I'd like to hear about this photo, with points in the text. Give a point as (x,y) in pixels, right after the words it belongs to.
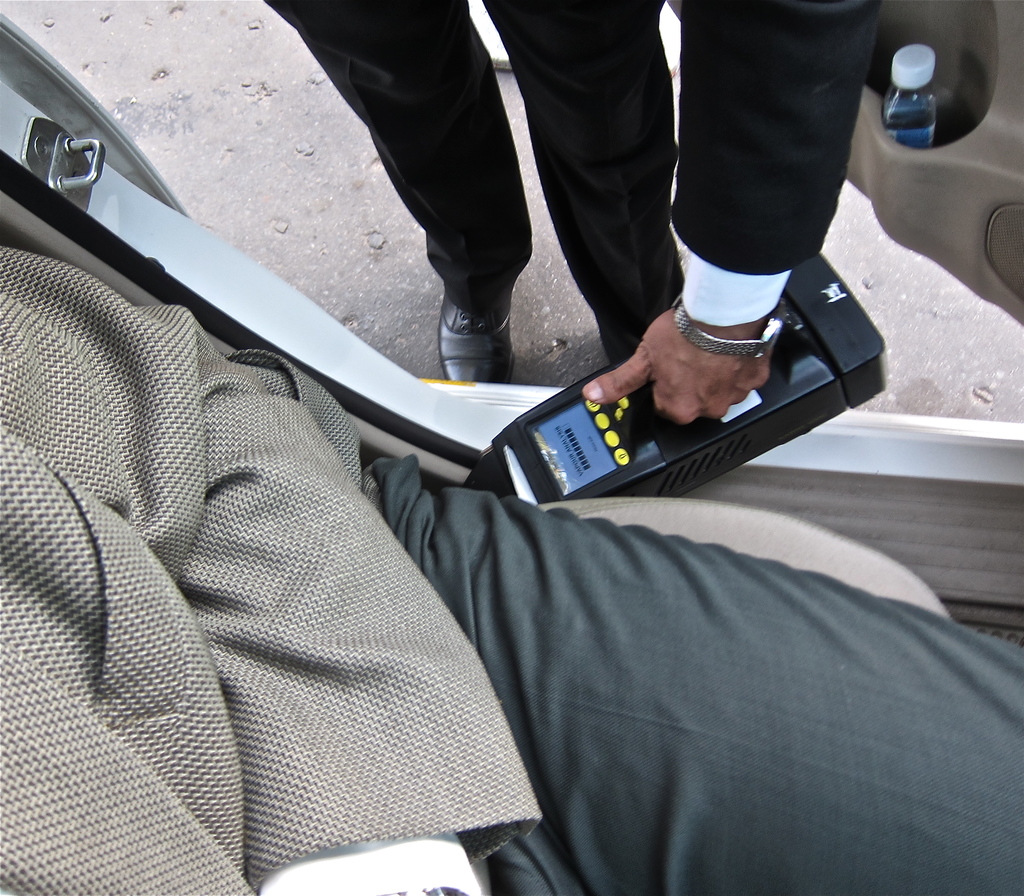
In this picture we can see two person's (544,526), a person (574,685) at the bottom (400,728) is sitting in a vehicle (984,79), this person (666,184) is holding something, we can see a bottle (899,88) here.
